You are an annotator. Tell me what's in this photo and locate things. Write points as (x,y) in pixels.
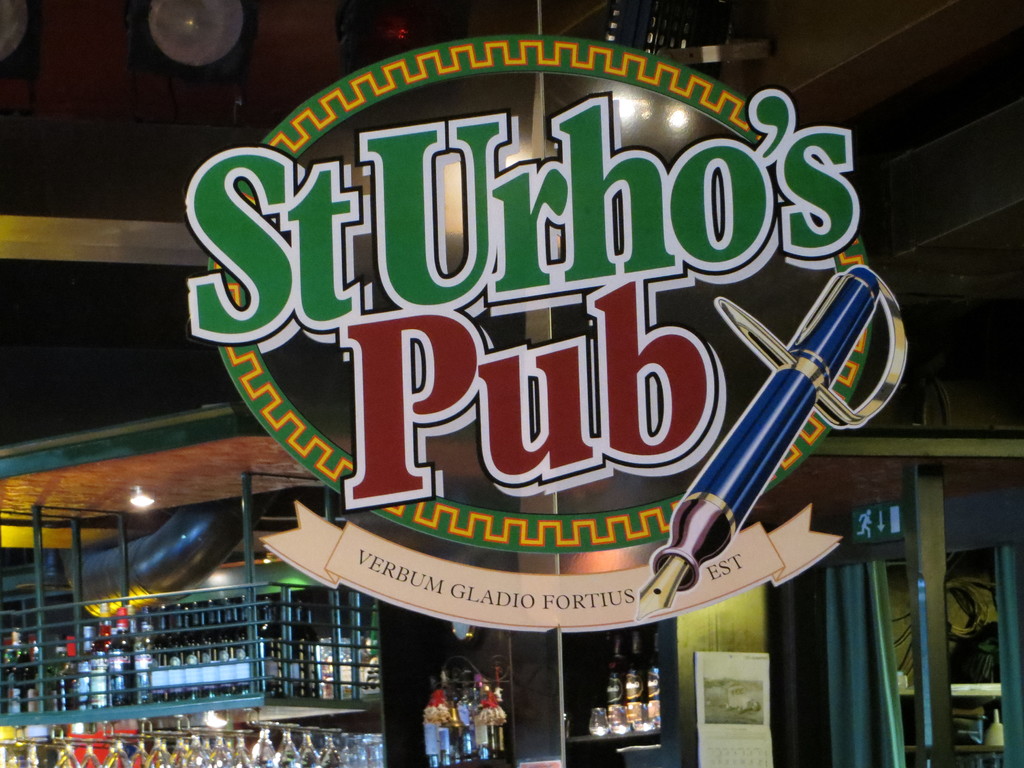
This picture shows a name board (690,419) and we see few bottles (329,663) and wine glasses (245,751) and few lights (148,502) to the roof (791,512) and a curtain (856,607) and a sign board (891,525). This is an inner view of a pub (429,676).
